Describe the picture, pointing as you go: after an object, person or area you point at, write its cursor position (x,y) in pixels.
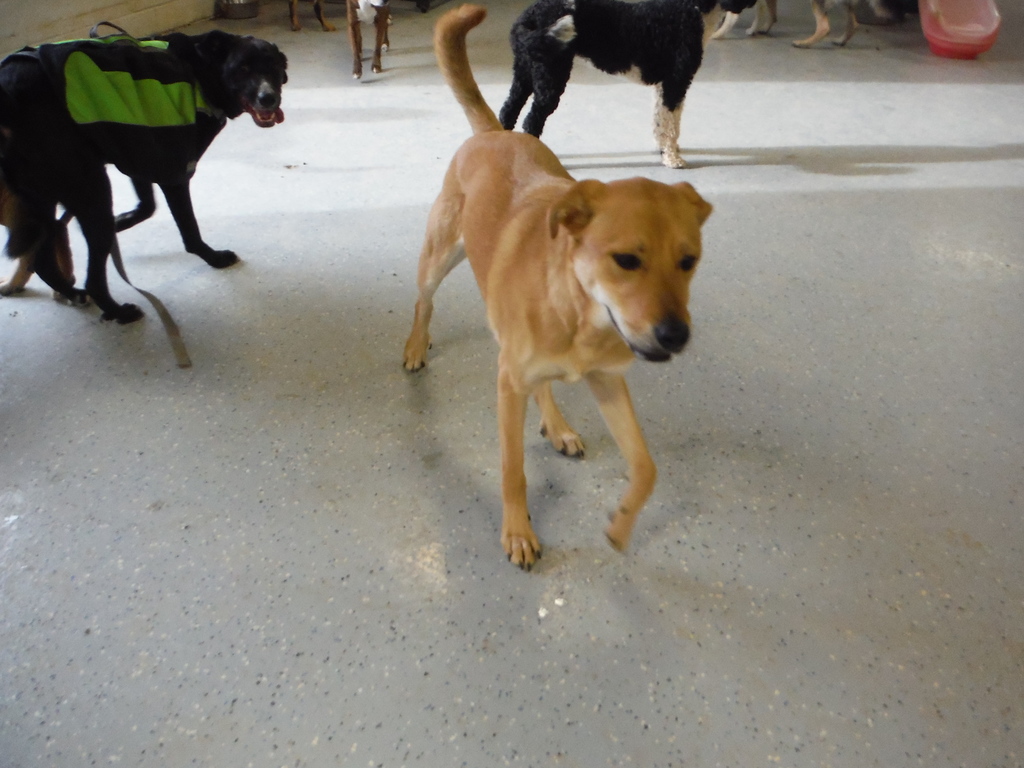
In this image I can see few dogs (73,292) are standing.
